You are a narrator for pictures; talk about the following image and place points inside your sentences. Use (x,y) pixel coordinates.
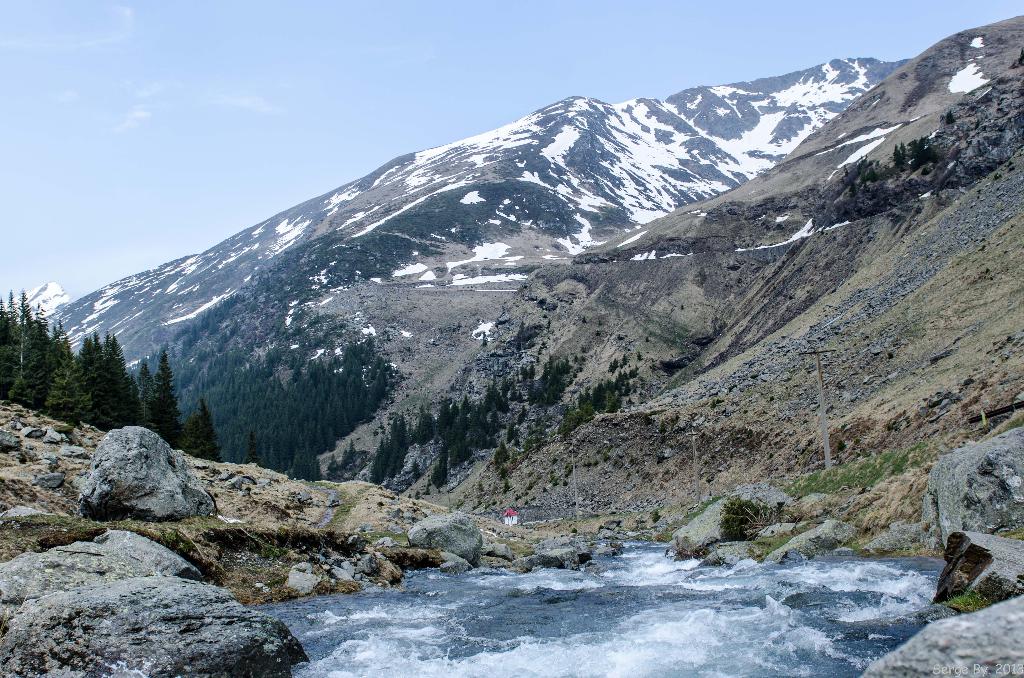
In this image I can see water (530,665), rocks (413,528), trees (459,419), building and mountains (515,142). At the top (504,72) I can see the sky (293,140). This image is taken may be near the mountains (792,338).
